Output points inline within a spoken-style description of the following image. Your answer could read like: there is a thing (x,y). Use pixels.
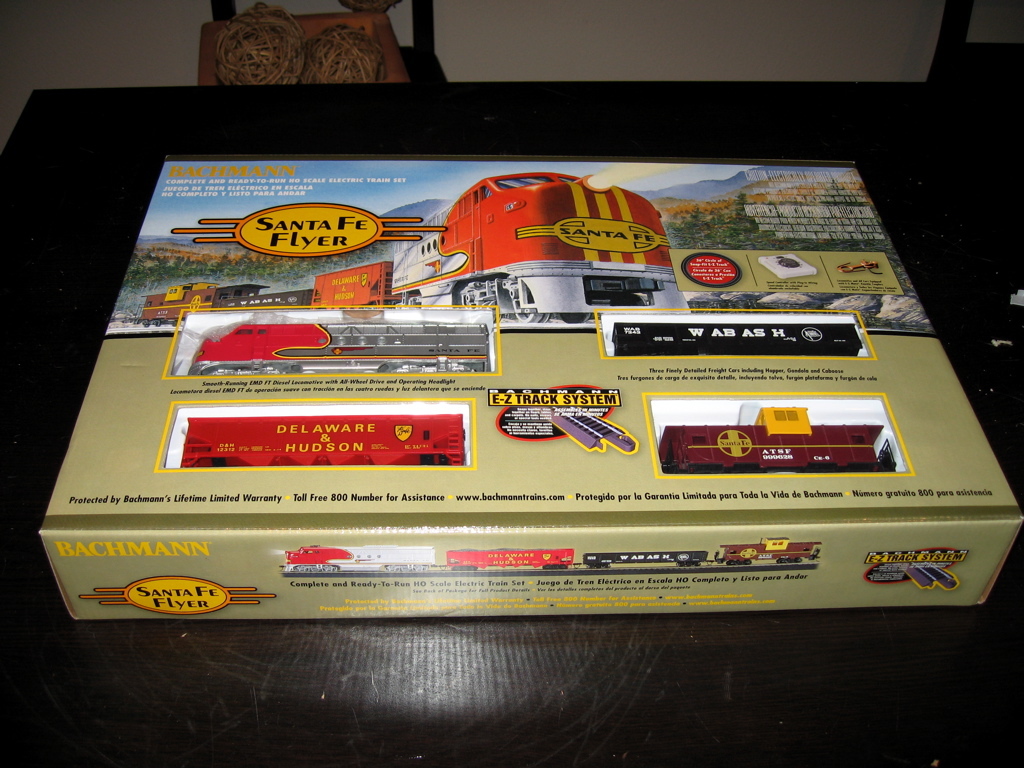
In this picture we can see that a toy box (443,180) is placed on the black color table top (543,645). Behind there is a white color wall (537,70).
